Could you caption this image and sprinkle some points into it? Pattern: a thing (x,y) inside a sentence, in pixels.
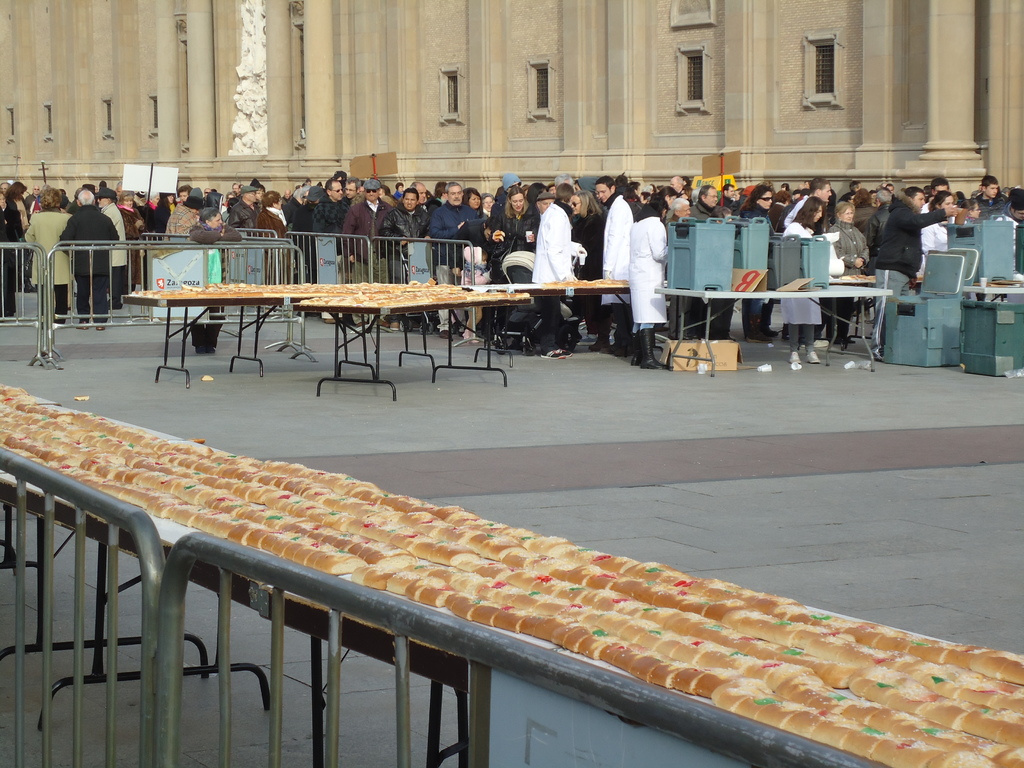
here we can see a group of people (107,190) standing on the floor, and at side here is the building (592,49), and here are the food items (341,566) on the table (10,511).
